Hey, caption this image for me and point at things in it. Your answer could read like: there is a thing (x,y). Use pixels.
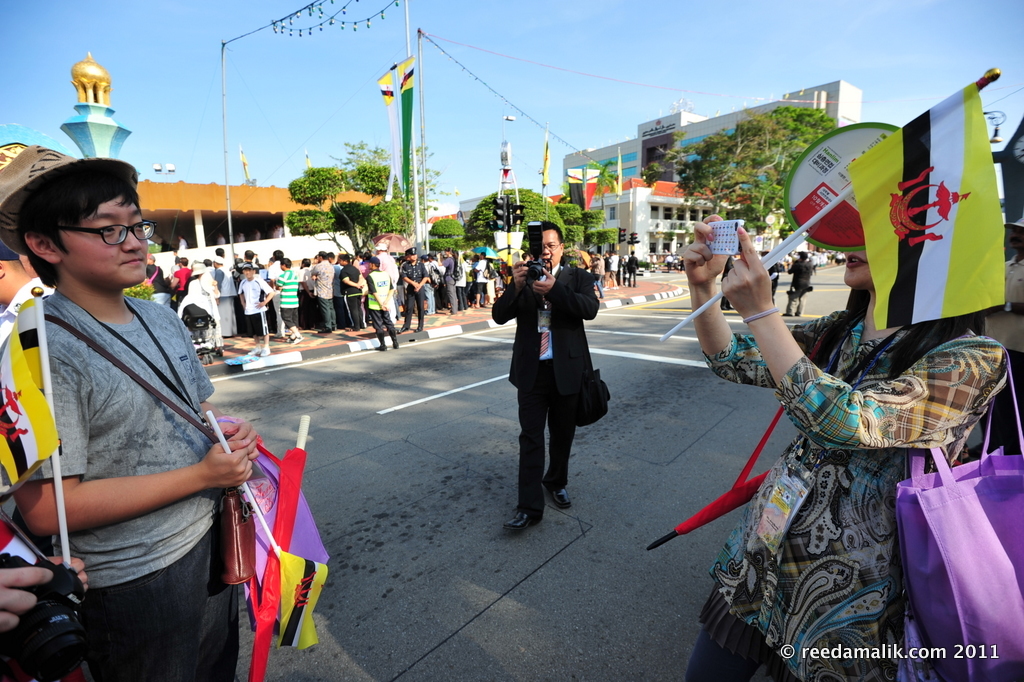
This image consists of many people (255,304). It is clicked on the road (459,359). In the background (787,135), there are buildings (659,153) along with the trees (716,191). In the front (238,535), the persons (162,580) are wearing bags (1009,534) and holding flags (292,563).
